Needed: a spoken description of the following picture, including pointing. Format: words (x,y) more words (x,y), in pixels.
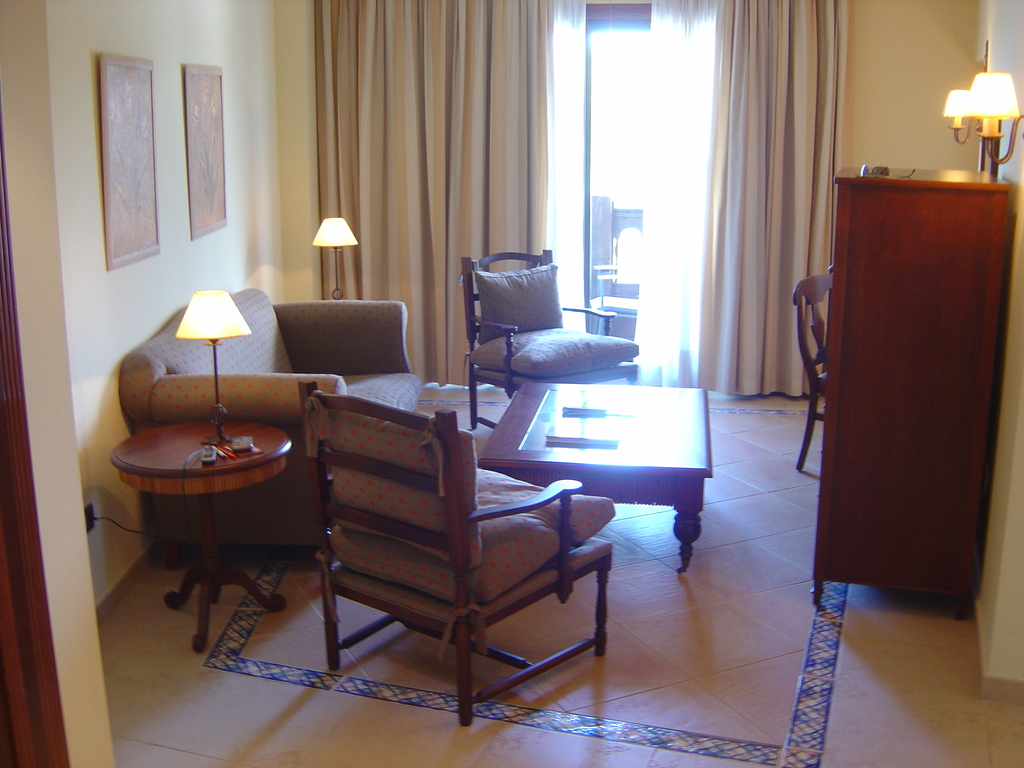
This is a room (619,582). In this room (617,502) there is a table (618,437), chairs (492,377), sofa (302,336) on the side of sofa (282,303) there are two table lamps (218,437). On the wall (168,170) there are two photo frames (197,154). In the background (460,107) there are curtains (752,158). In the right side (841,262) there is a cupboard (936,274). Also there is a light (981,117) on the wall (938,118).
